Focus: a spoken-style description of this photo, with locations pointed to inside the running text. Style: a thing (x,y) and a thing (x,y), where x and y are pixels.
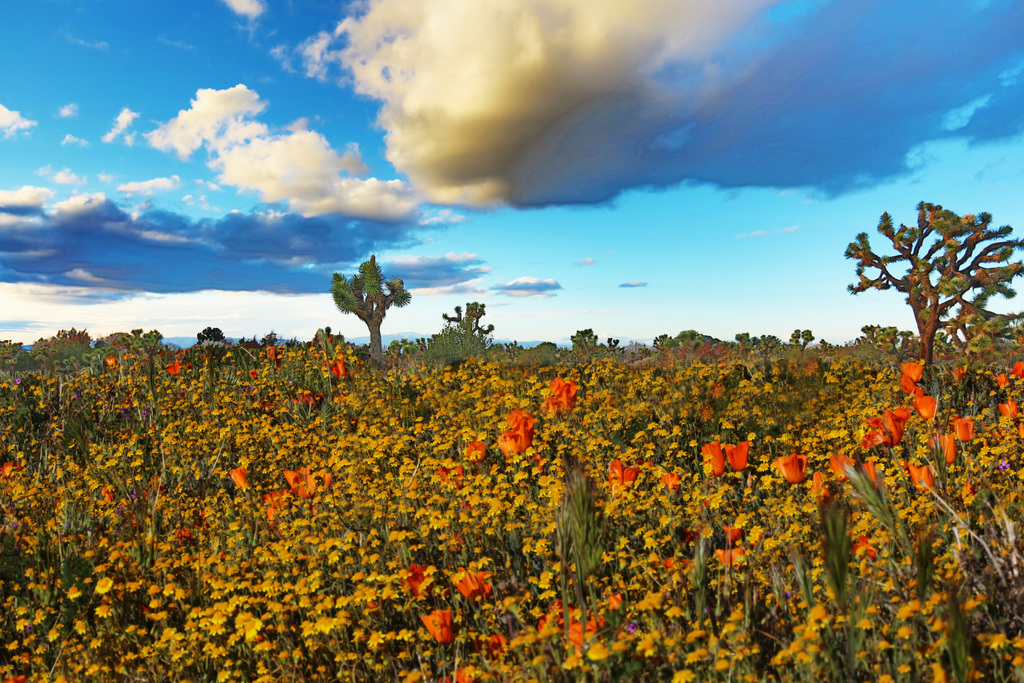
This is an edited picture. In the foreground of the picture (264,433) there are plants (671,433) and flowers (249,631). In the center of the picture (370,328) there are trees (474,326) and plants (362,364). Sky (444,169) is bit cloudy.
